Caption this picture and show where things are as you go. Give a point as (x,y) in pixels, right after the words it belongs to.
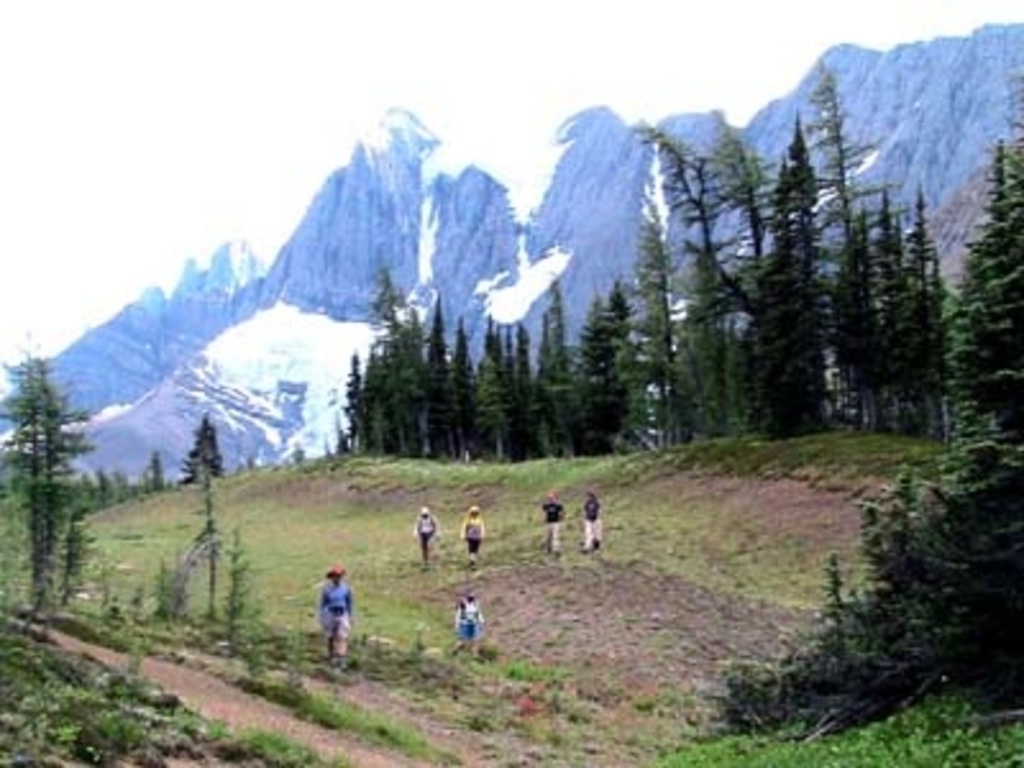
In this image I can see few trees (1002,619), the ground (708,509), some grass (728,541) and few persons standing on the ground (493,603). In the background (381,195) I can see few mountains (653,153), some snow (646,207) on the mountains (325,300) and the sky (421,77).
